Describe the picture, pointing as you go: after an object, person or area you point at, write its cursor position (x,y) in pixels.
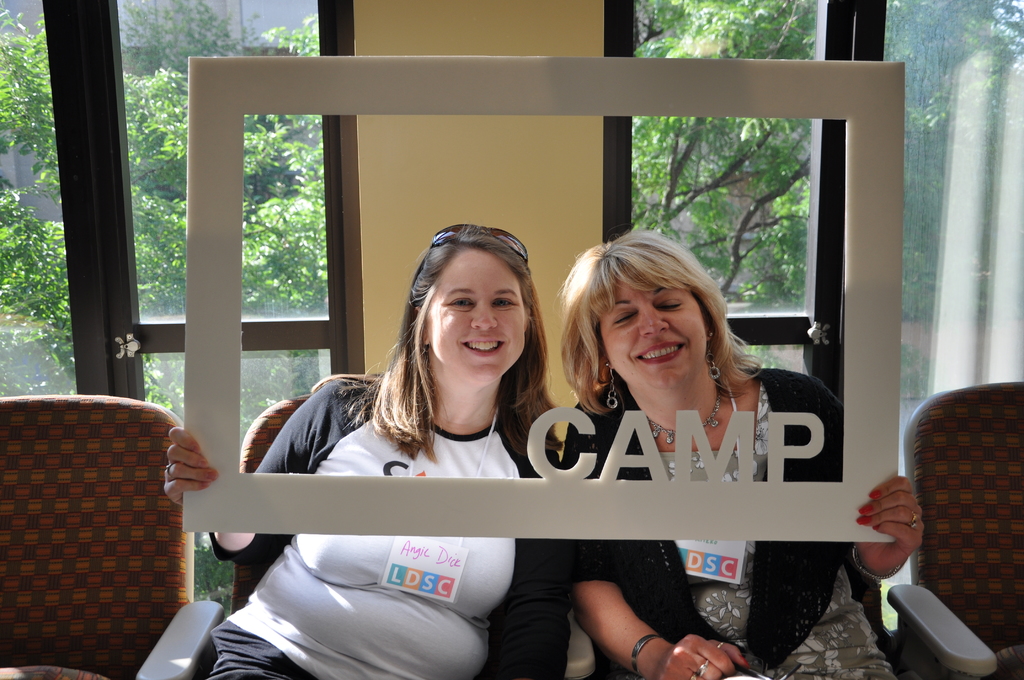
In this image we can see two women (461,578) are sitting. To the both sides of the image chairs (64,536) are there. Women (773,570) are holding white color frame (209,229) in their hand (887,492). Behind the glass windows (623,53) are there, behind the windows (160,170) trees (735,220) are present.
